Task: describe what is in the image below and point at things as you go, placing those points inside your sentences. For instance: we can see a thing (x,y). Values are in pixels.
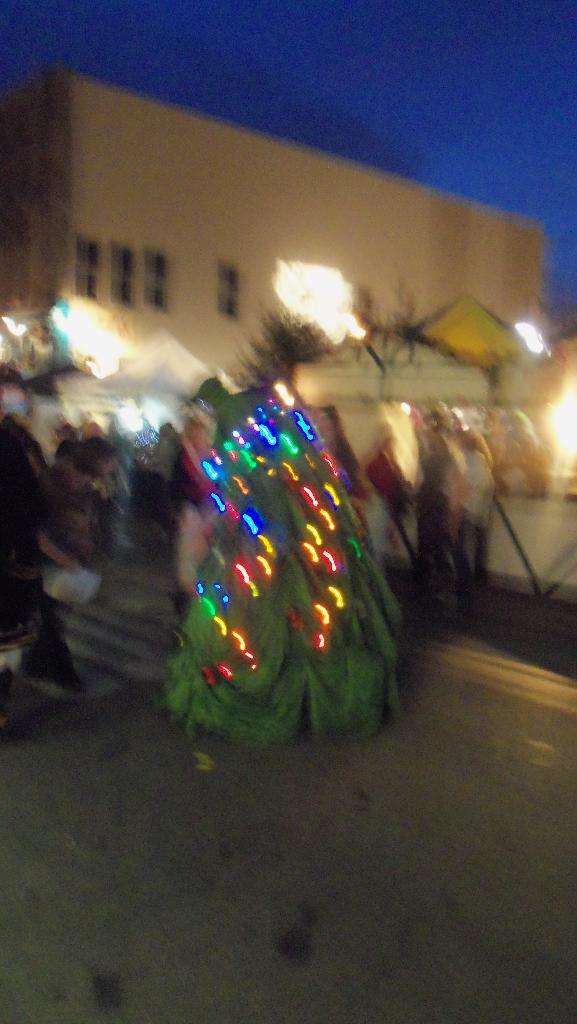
This is a blurred image, where there is a tree (277,545) decorated with lights (244,489), group of people (13,438), buildings (6,278), sky (370,58).
